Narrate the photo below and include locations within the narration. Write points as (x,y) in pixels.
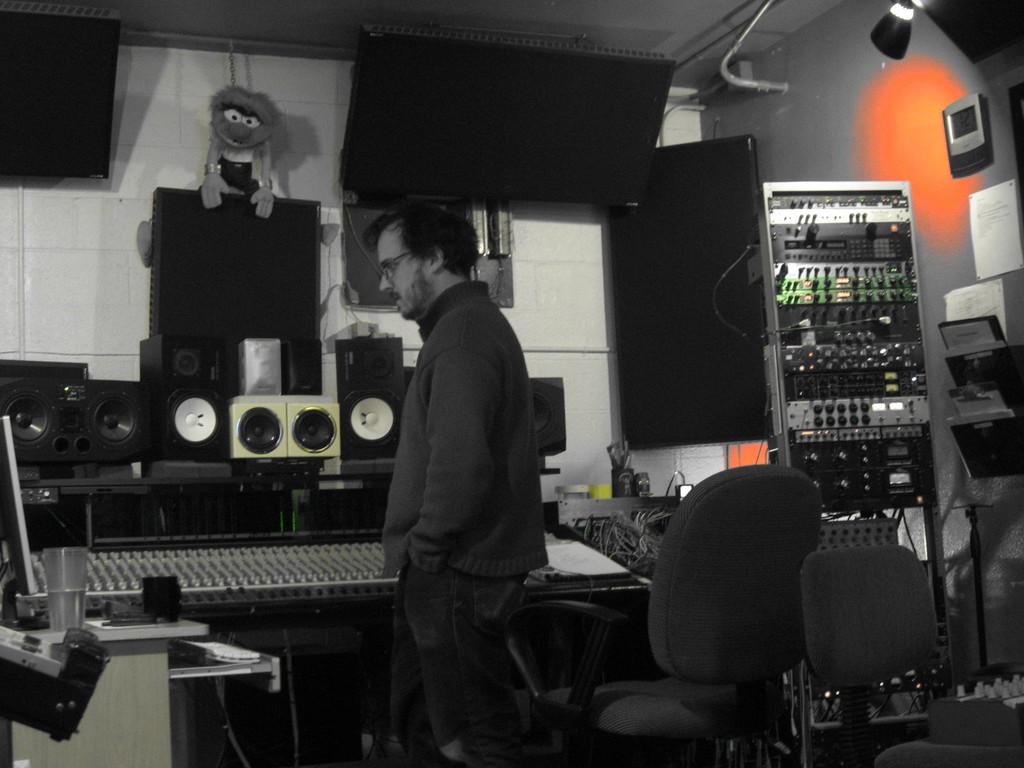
In this image we can see a man (456,502) is standing. In the background (300,562), we can see electronic devices (259,549), sound boxes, wires (630,543) and paper (562,562). On the right side of the image (978,569), we can see a stand (987,399), papers (987,209), light (878,39) and chairs (848,660). There is a table (152,693) in the left bottom of the image (46,736). On the table (21,746), we can see a glass (65,589), monitor (23,562), keyboard (227,654) and a cup (169,601).
